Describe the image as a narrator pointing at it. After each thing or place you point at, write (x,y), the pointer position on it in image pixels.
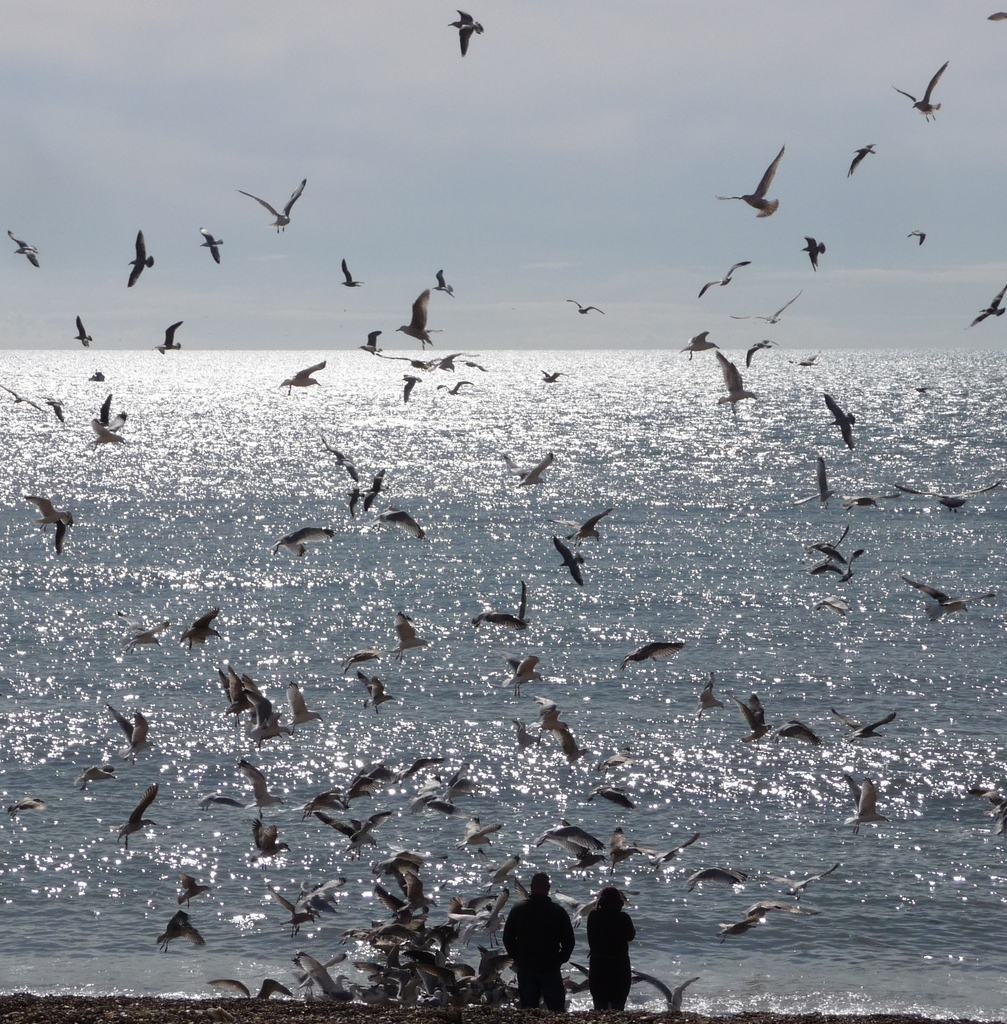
In this picture I see 2 persons (535,906) in front (616,901) and I see number of birds (515,693). In the background (318,314) I see the water (456,438) and I see the sky (375,285).
